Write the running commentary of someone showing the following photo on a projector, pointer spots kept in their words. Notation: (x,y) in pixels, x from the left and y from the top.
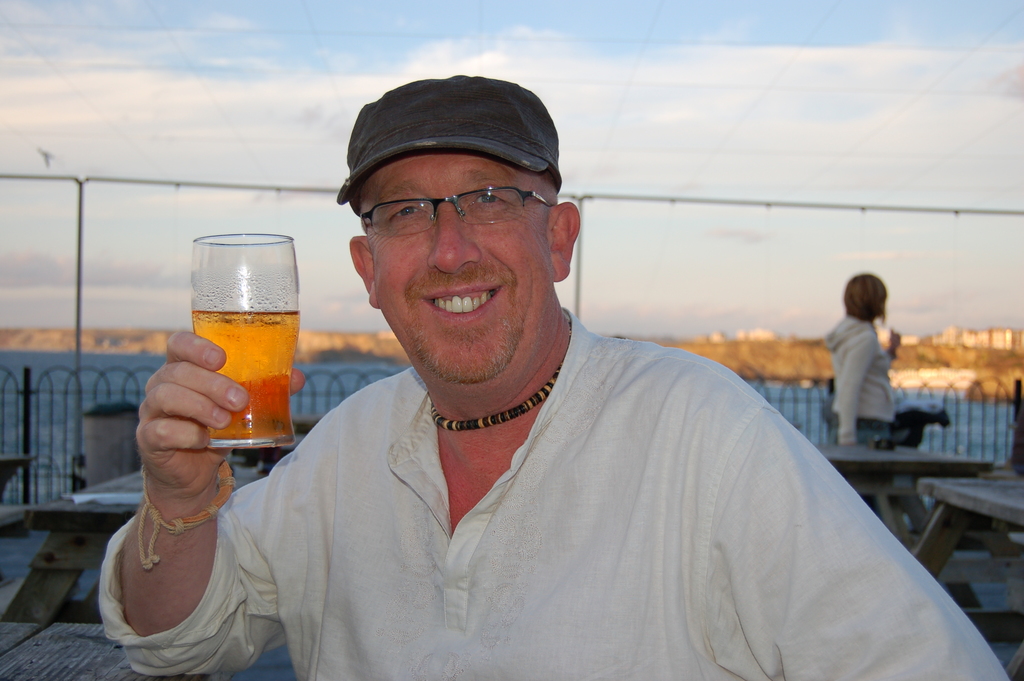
In this image I can see a man (507,326) and a smile on his face (502,322). I can also see he is holding a glass (279,247). In the background (898,466) I can see number of tables (894,485) and a person (879,352).
